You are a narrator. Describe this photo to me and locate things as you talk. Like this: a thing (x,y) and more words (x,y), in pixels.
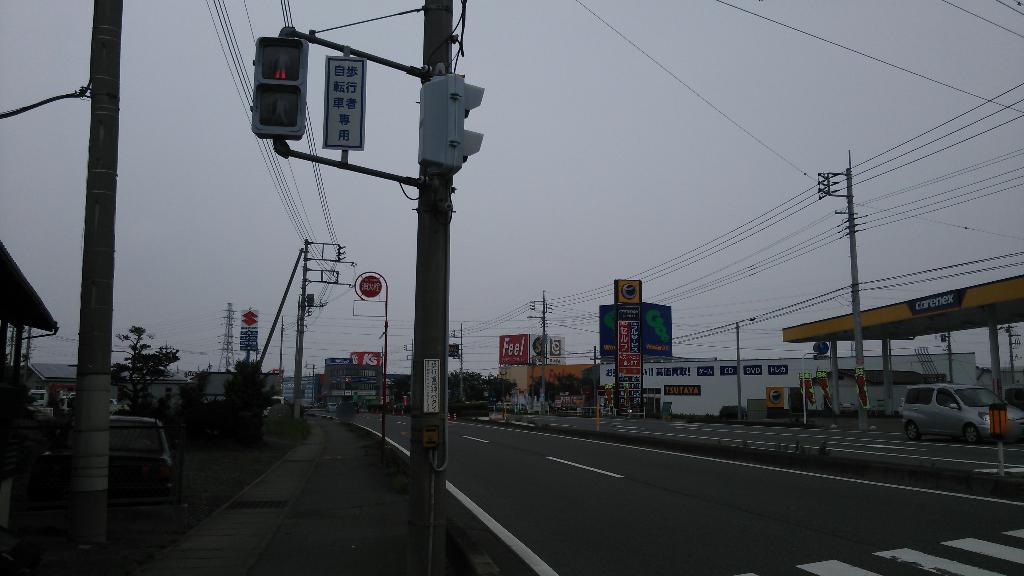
In this image we can see group of poles (418,401) on which traffic lights (445,98) are present. On the right side of the image (965,390) we can see a vehicle (965,428) placed on the road (958,463) and a shed (987,308) is beside it. In the background (779,368), we can see buildings (786,386), group of trees (251,383), hoardings (526,362), wires (703,243) and sky (594,82).
